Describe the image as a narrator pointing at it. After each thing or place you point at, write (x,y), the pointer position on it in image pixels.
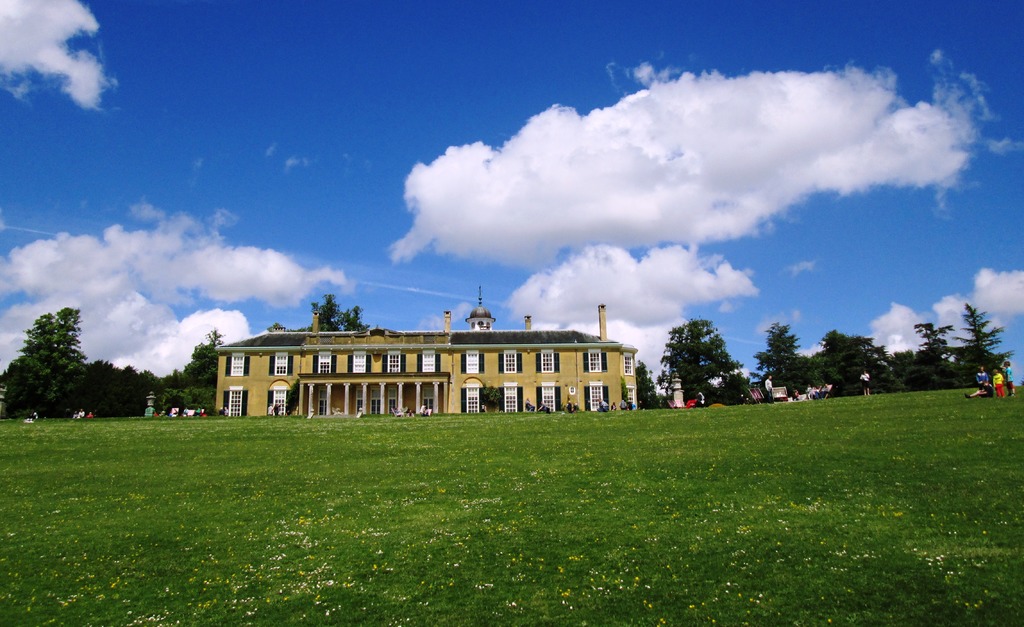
In this image I can see an open grass ground (510,477) and on it I can see few people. In background (406,387) I can see yellow colour building (363,367), number of trees (100,414), clouds (583,199) and the sky (295,49).
